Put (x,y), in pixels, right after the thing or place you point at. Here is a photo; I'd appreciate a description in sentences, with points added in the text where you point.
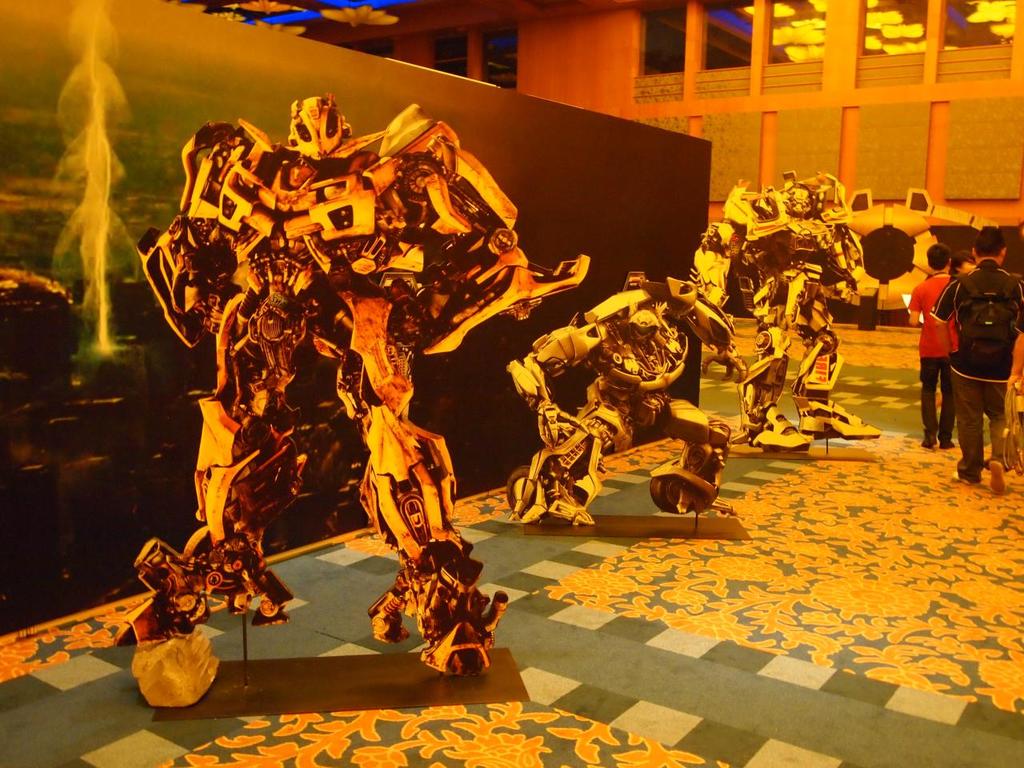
On the left side (259,407), there are animated images of a robots (274,268) arranged on the floor (241,614). Beside them, there is a wall poster (37,138). On the right side (943,363), there are persons (943,363) walking on the floor (1008,556). In the background (999,157), there are glass windows (440,39) and there is a wall (612,105).
